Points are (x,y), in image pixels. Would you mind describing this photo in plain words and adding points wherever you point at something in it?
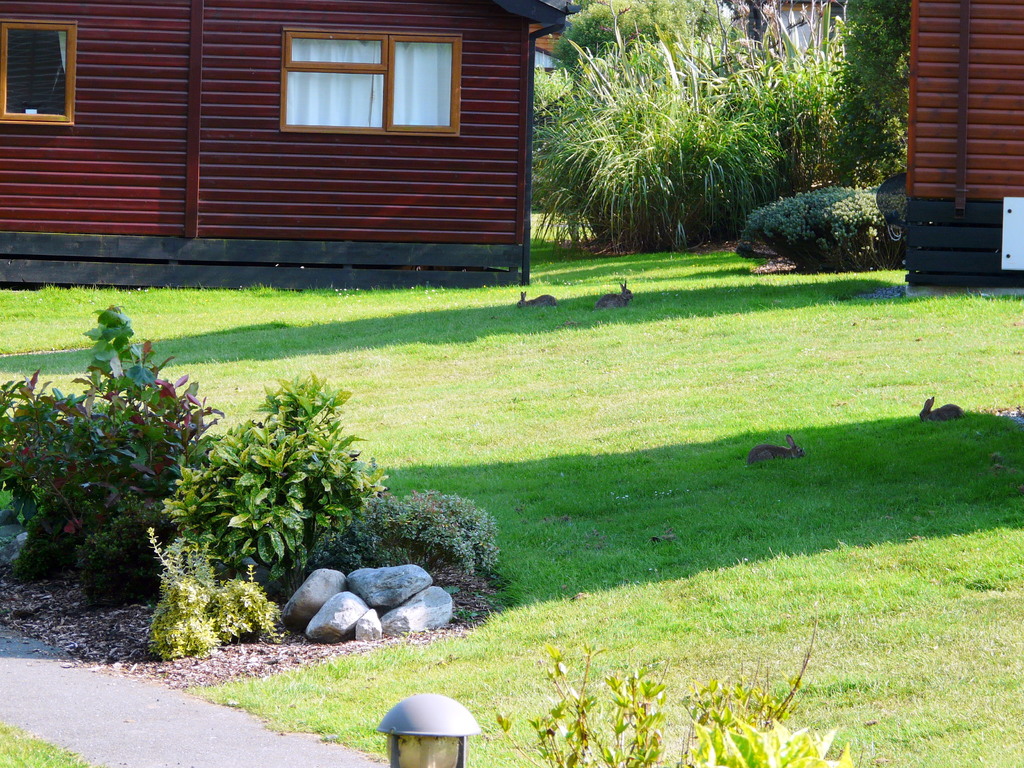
In this image in the background (748,151) there are some houses (468,173) and plants (849,143), at the bottom (225,701) there is grass (768,497), rabbits (791,448), plants (342,527) and some small stones (362,620) and a light (419,731).
